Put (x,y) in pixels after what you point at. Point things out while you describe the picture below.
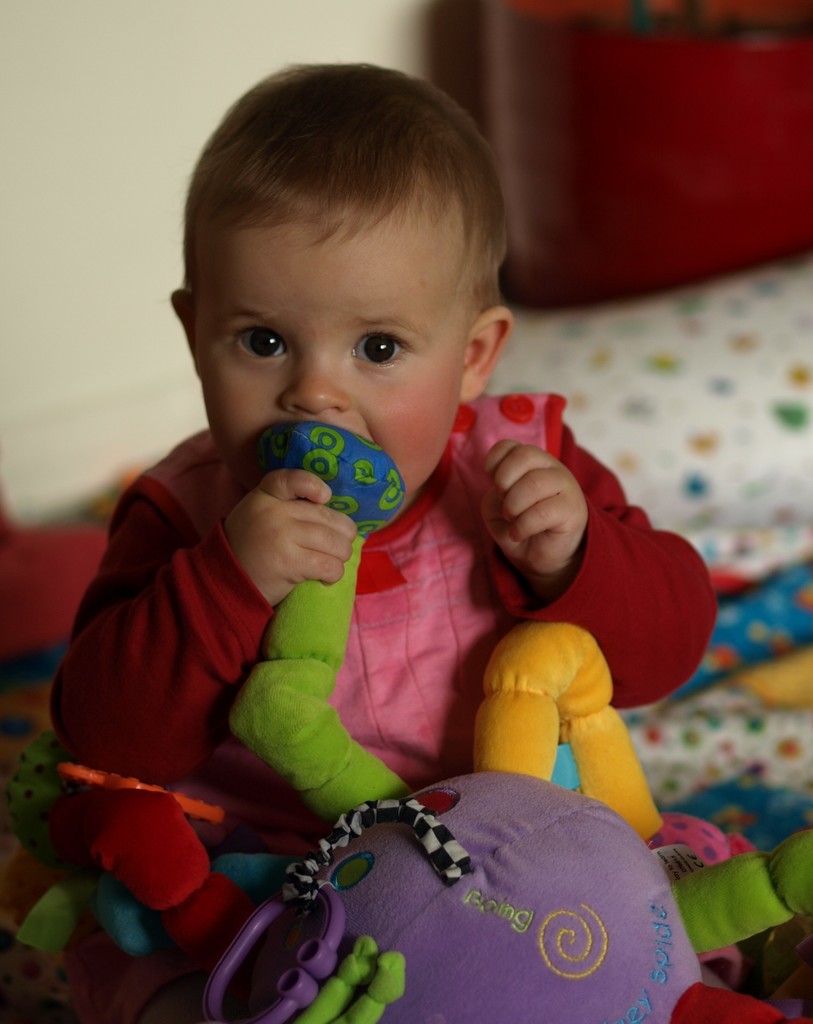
In this image I can see a baby (221,695) holding a soft toy (345,874). The background (644,15) is blurred.
